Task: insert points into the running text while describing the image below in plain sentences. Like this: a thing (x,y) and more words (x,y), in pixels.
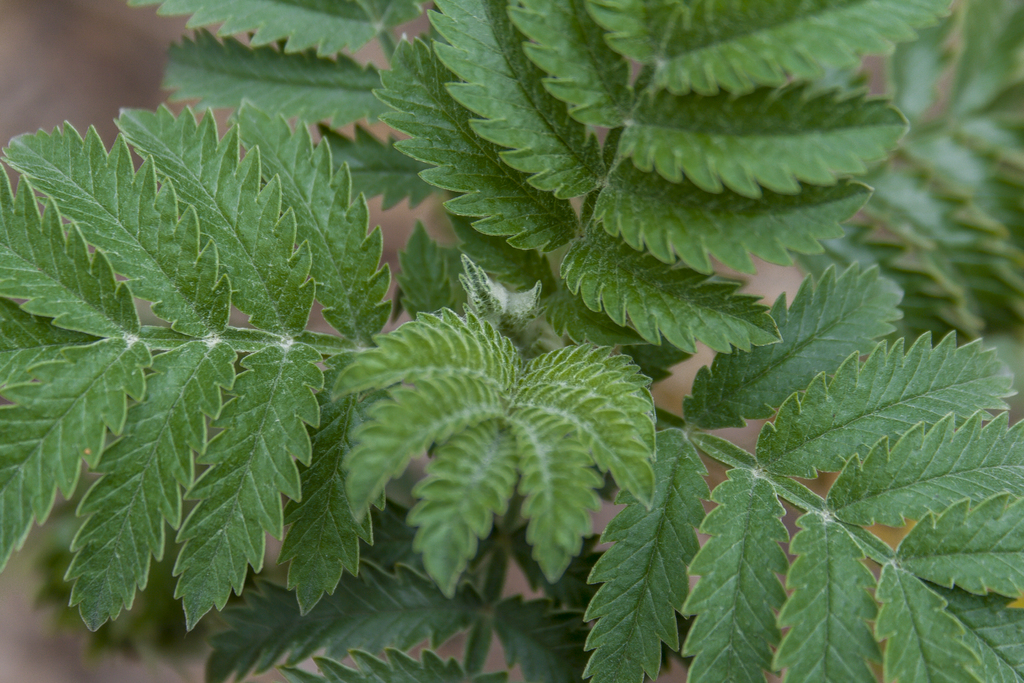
In this image we can see a plant (406,282) with leaves (527,395). In the background (383,221) it is blur.
